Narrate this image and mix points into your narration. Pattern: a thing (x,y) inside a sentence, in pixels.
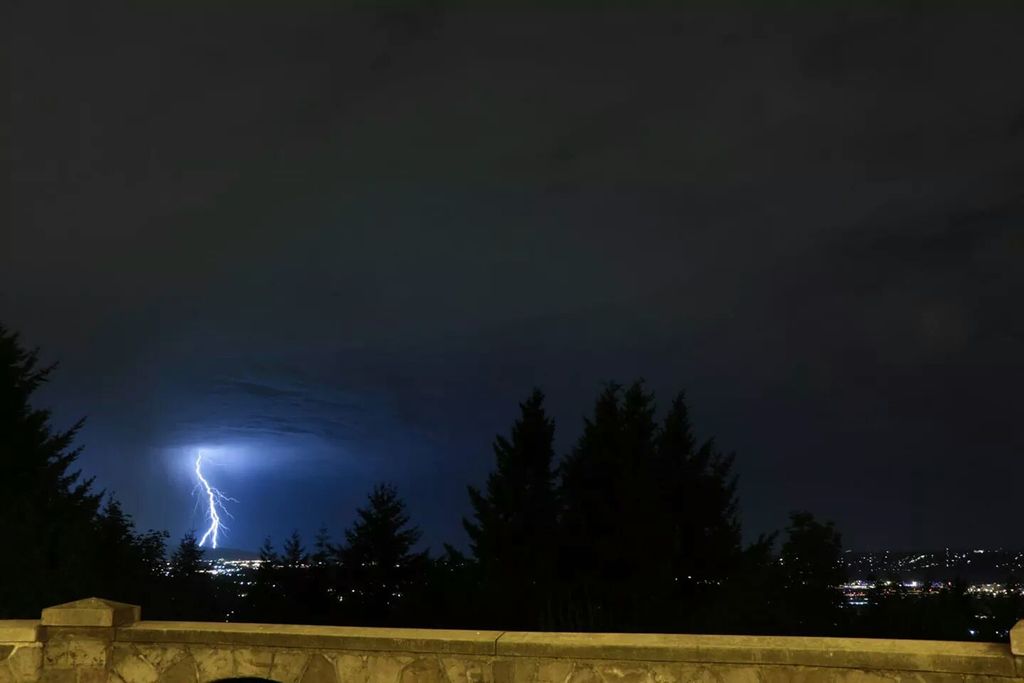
Here we can see a wall (712,656), trees (629,585), and lights (963,578). In the background (784,342) there is sky (675,334).
